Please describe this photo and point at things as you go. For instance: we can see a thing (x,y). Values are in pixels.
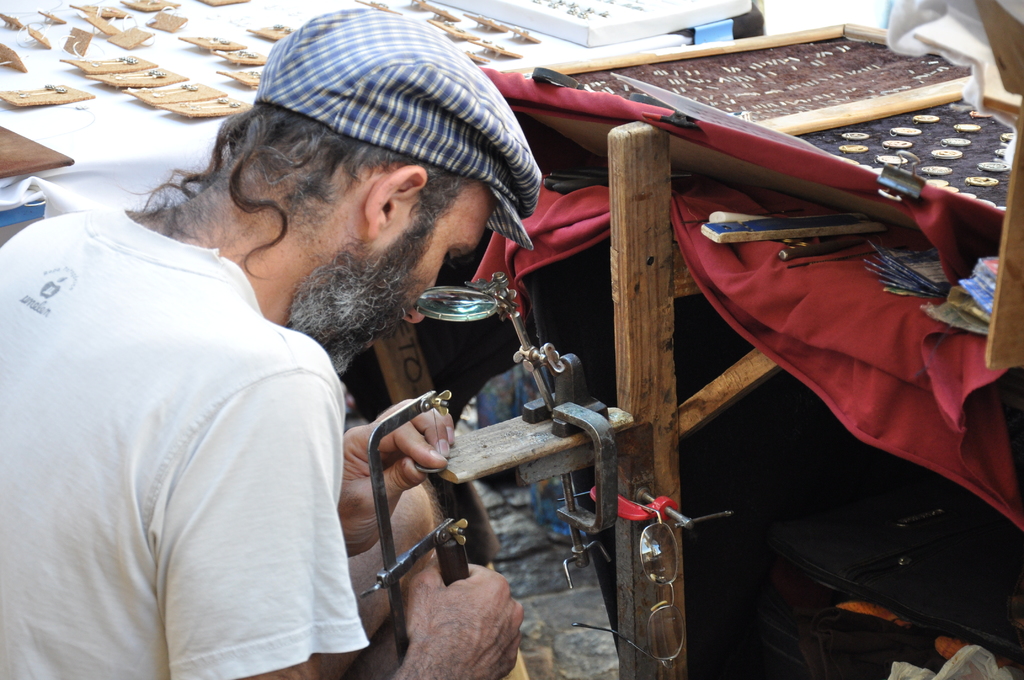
In this picture I can see a person (310,278) holding a tool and doing something, this is looking like a binoculars glass (432,306), spectacles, there are clothes (758,213), binder clips (894,183) and some other objects (803,86) on the table (951,76).
